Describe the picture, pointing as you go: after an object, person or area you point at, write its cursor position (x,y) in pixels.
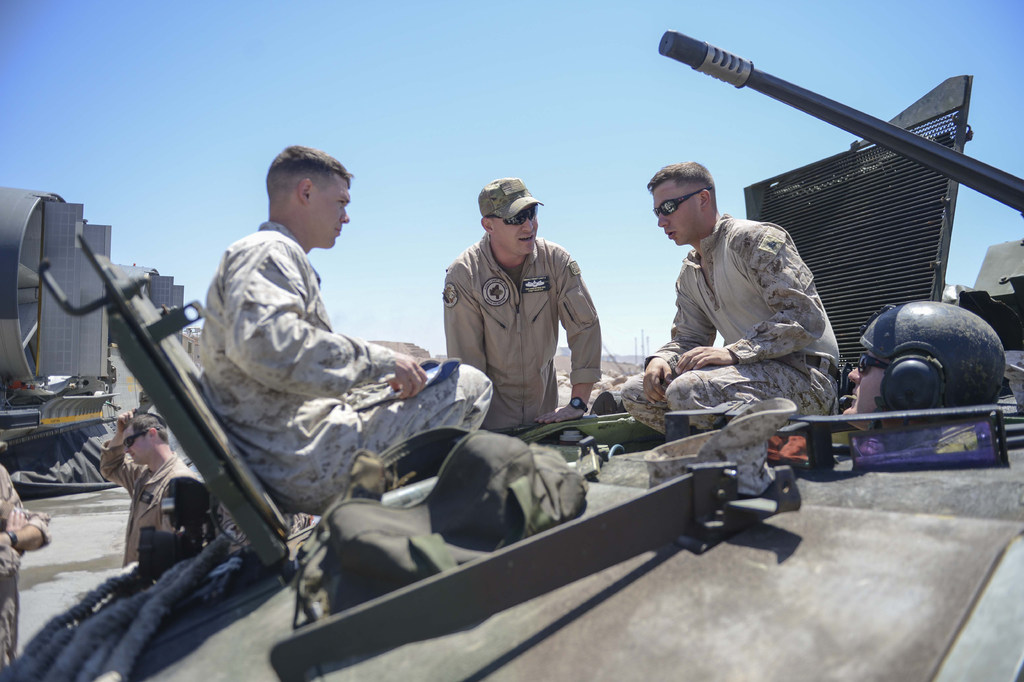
This is the picture of a place where we have some people (533,343), among them one is wearing hat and two people (571,295) are wearing spectacles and also we can see some things (751,558) and some people (658,371) around.
